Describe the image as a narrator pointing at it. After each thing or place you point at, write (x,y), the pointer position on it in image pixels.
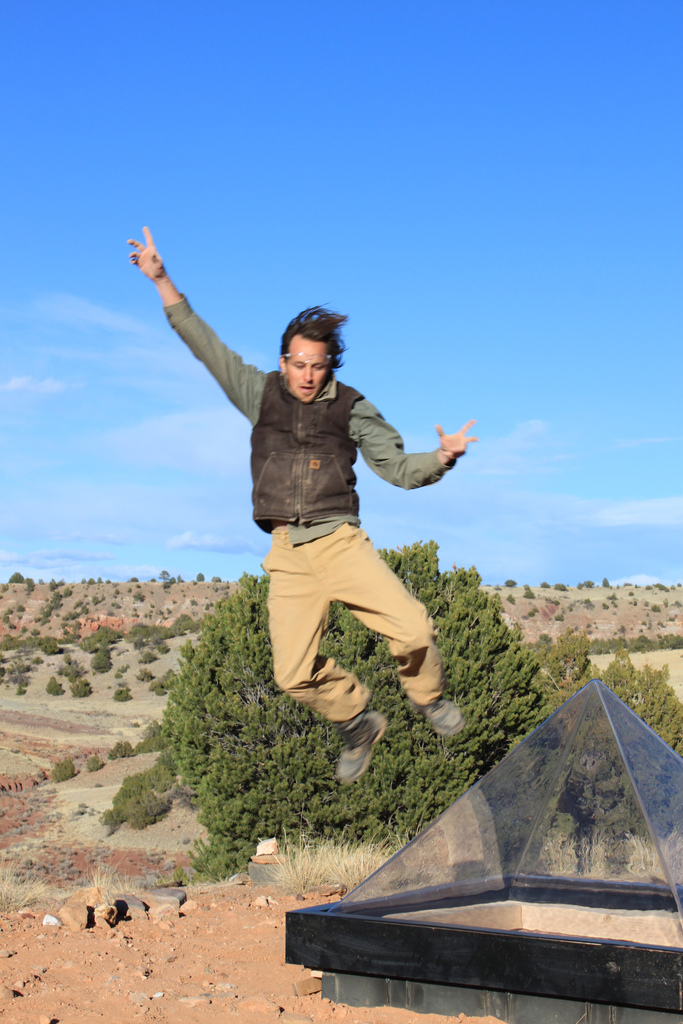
In the center of the image (384,430) we can see one person (278,488) is jumping. And we can see he is in a different costume (384,430). At the bottom right side of the image (568,873), we can see one object (577,851). In the background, we can see the sky (630,477), clouds (546,517), trees (677,708), stones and a few other objects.
